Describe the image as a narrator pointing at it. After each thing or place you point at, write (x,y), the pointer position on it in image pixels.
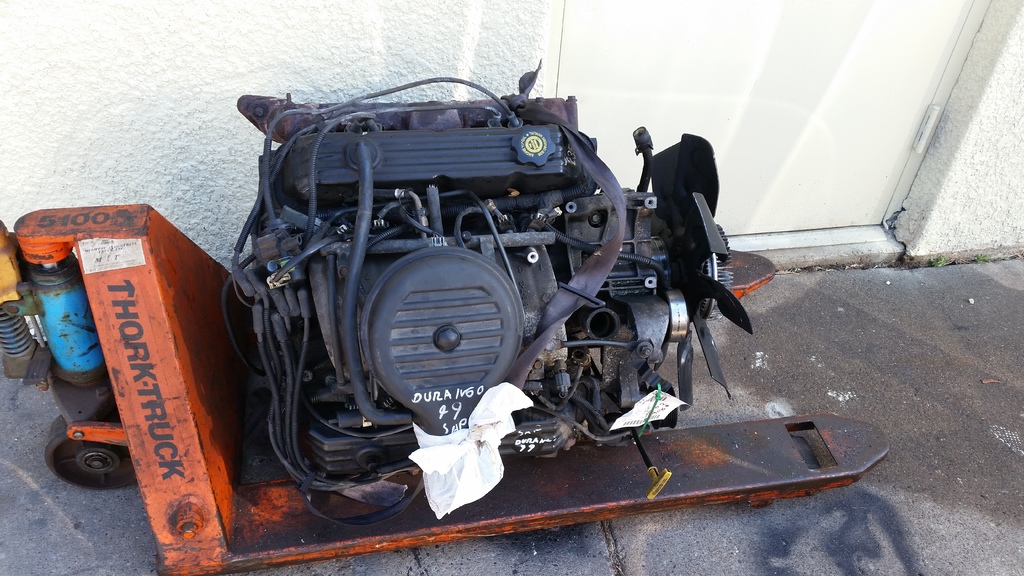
In this image, this looks like an engine (464,284). These are the wires (287,334). I think this is a small vehicle (89,415). This looks like a door (753,96), which is white in color. Here is the wall (212,105).
